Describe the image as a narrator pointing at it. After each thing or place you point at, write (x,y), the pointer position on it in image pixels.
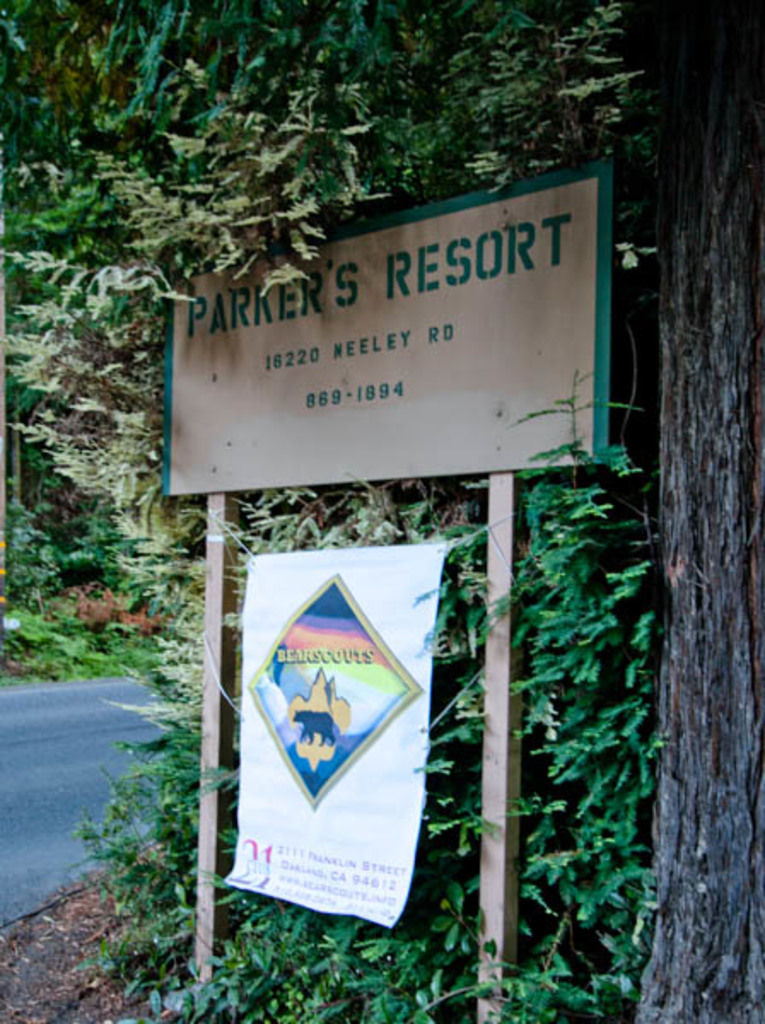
We can see board (204,355) and banner (377,570) attached on poles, behind the board (395,376) we can see leaves (517,986). Background (76,808) we can see road (93,729) and plants (66,641).
